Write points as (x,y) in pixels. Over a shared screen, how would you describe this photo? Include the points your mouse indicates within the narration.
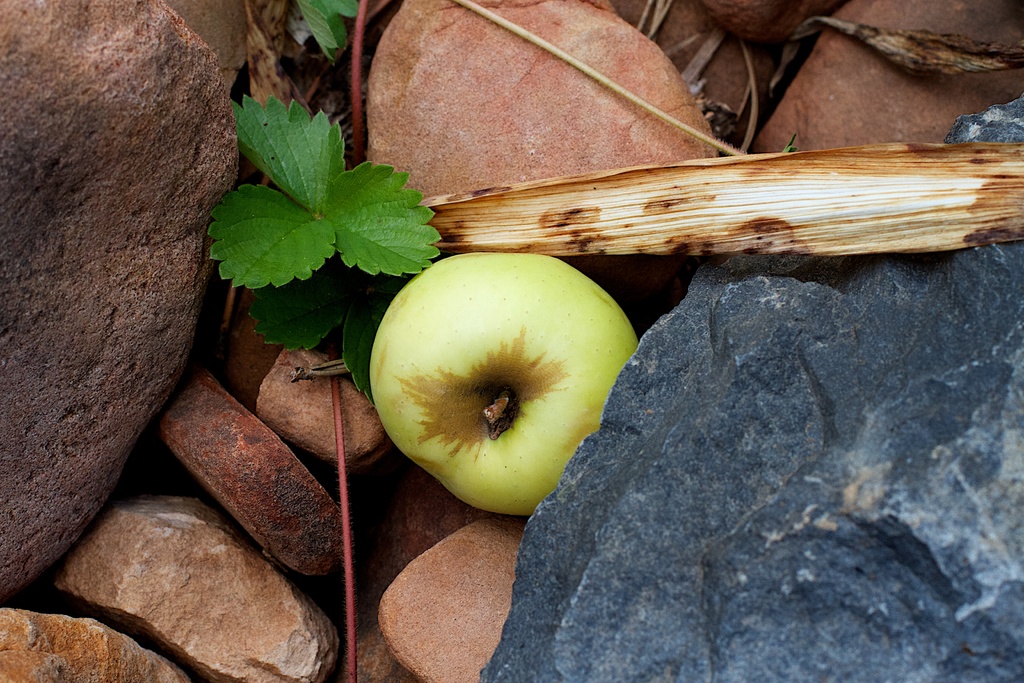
In the center of the image (373,381) there is an apple (472,380). On the right (970,128) and left side of the image (237,368) we can see stones (152,555). In the background (590,117) there are stones (529,117) and leaves (274,238).
